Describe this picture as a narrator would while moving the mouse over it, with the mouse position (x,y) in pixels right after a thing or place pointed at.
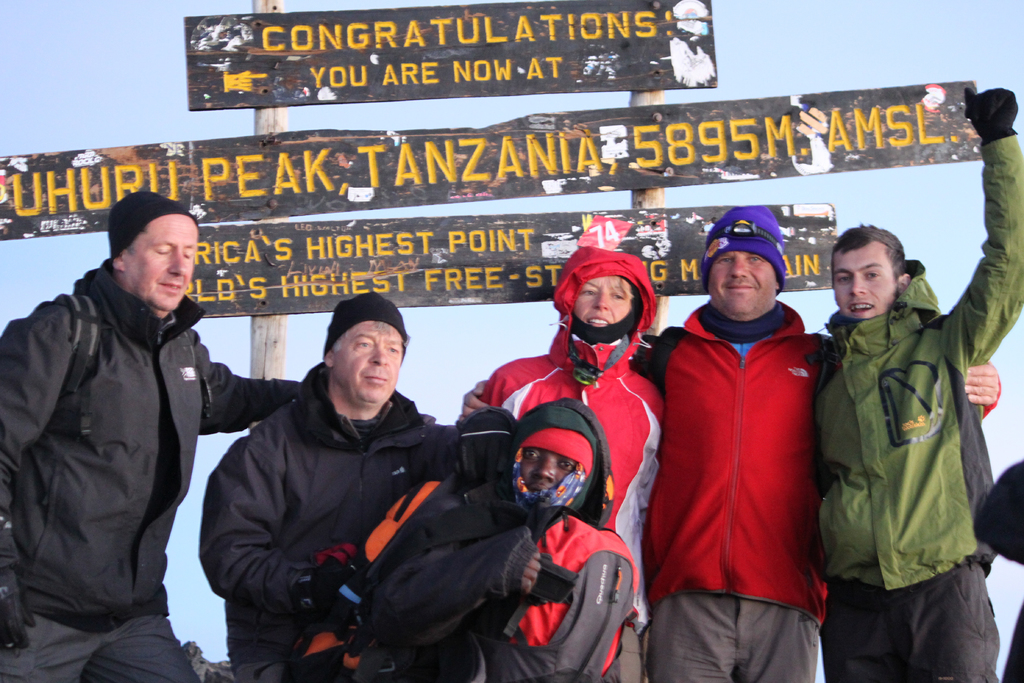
In this picture I can observe some people (491,430) wearing jackets (863,445) and hoodies (847,393). Behind these people (691,384) I can observe black color boards (367,155) fixed to the wooden poles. I can observe some text (213,162) on these boards (439,183).
